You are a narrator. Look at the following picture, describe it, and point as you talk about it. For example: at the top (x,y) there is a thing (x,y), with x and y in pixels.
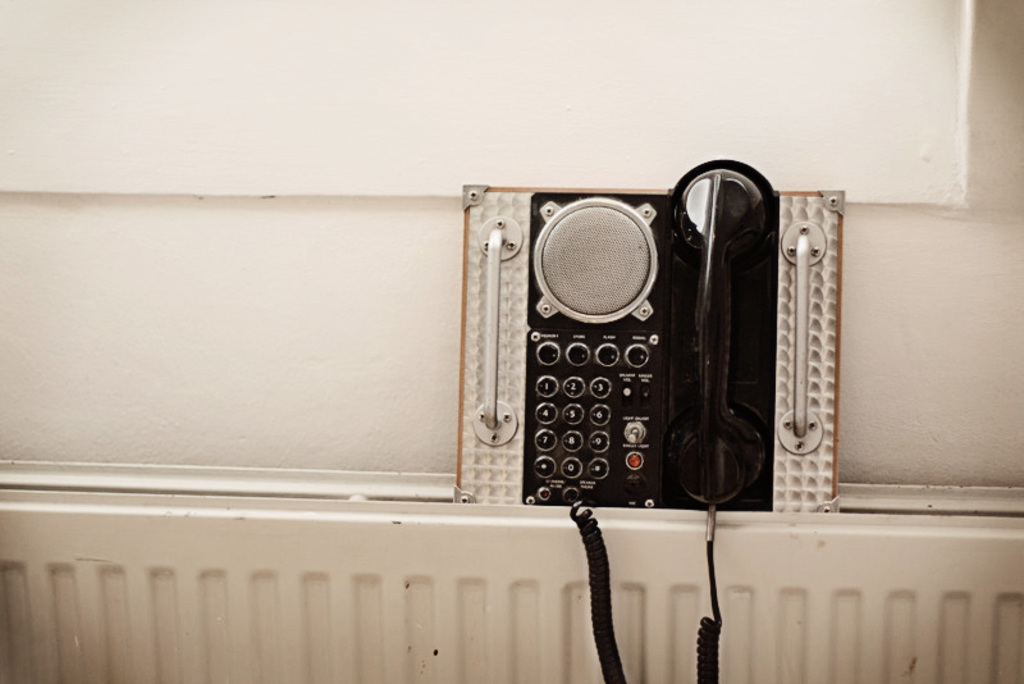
In this image we can see a telephone (571,315). In the background of the image (339,194) there is wall (284,258).
